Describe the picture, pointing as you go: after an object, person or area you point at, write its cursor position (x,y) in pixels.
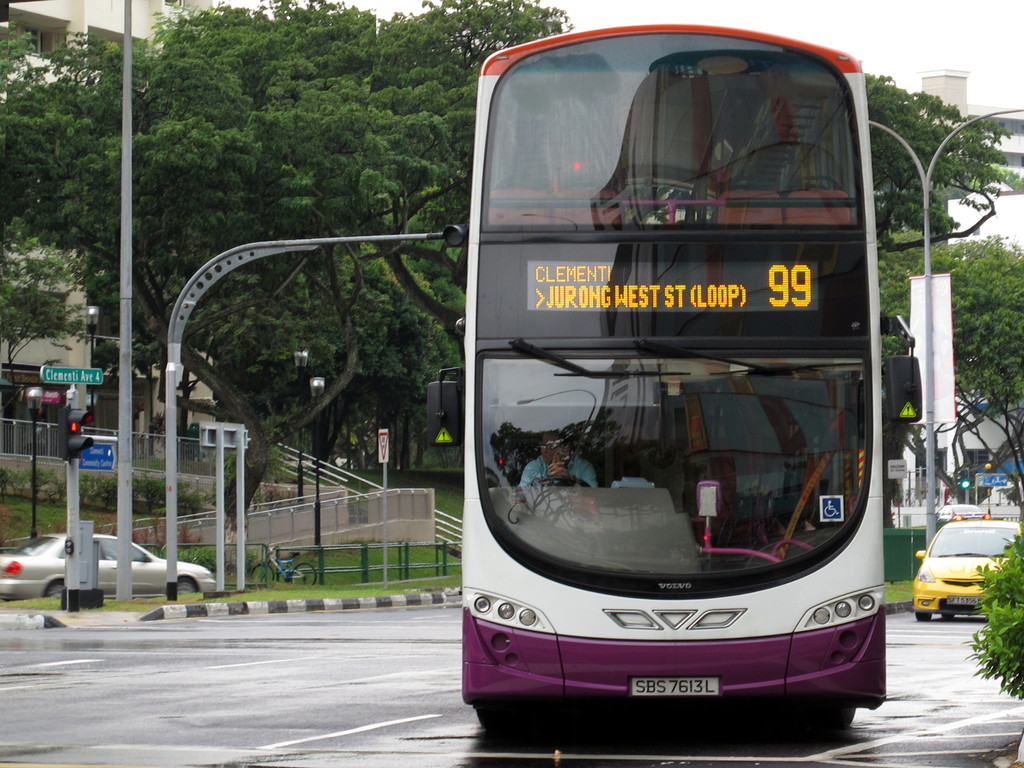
In this image there is a double decker bus (597,516) on the road (963,700), behind that there are some cars (63,564), electric poles (75,507), trees (442,276) and buildings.
